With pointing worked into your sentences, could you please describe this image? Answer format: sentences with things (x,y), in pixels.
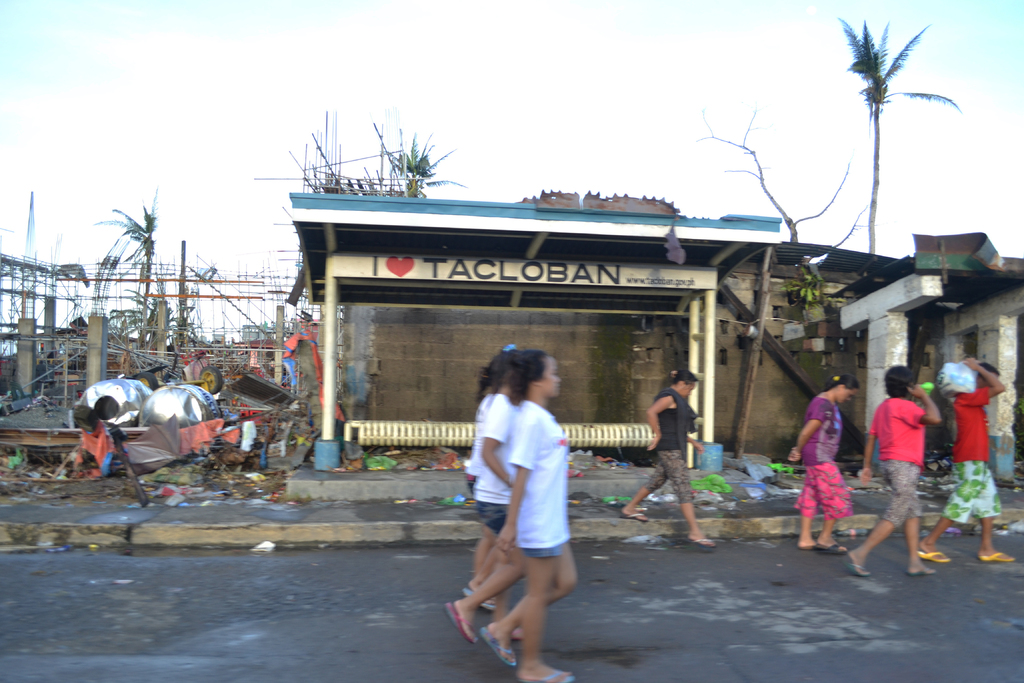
In this picture I can see few people (556,562) walking and I can see trees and buildings (253,328) and I can see a shelter (450,292) and a metal bench (450,433) under it and I can see cloudy sky (290,117).
